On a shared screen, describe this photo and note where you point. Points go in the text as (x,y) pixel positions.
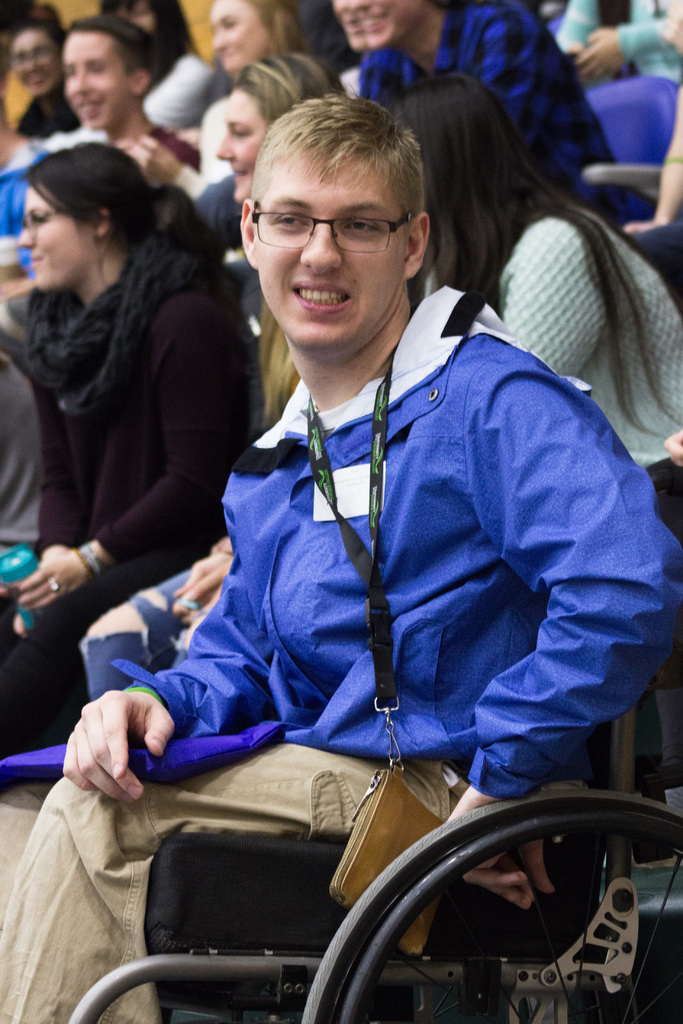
In this image there are a few people (301,107) sitting, in the foreground of the image (268,705) there is a person (338,533) sitting in the wheelchair (376,879) and he is smiling.
